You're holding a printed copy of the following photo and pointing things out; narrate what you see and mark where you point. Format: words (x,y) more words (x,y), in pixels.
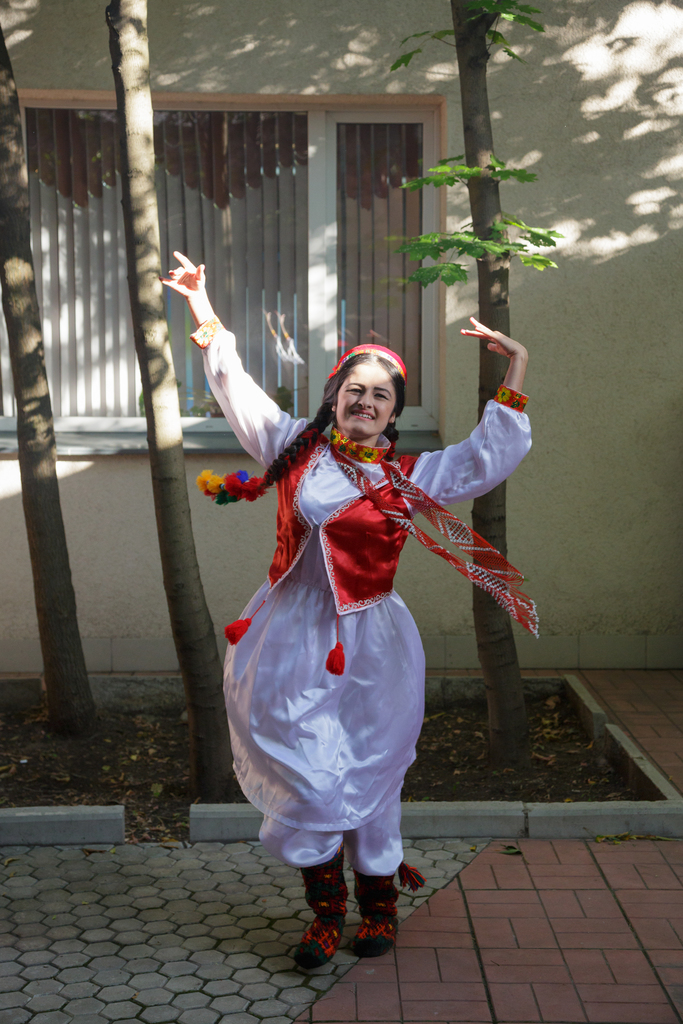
In this picture we can see a woman (280,753) standing on the ground (395,958) and smiling, trees (530,228), soil (462,798) and in the background (555,619) we can see a window (287,405), wall (623,114).
